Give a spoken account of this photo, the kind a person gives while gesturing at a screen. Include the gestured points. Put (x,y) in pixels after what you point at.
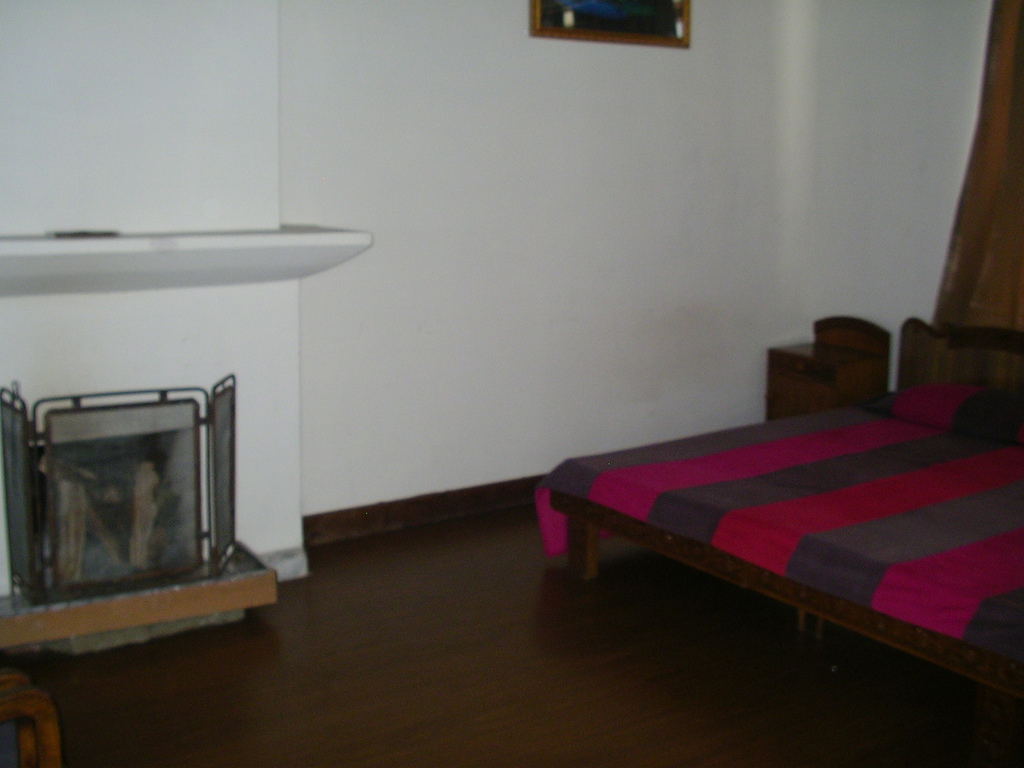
In the picture I can see bed (877,573), side we can see frame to the wall (548,253) and one object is placed on the floor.
